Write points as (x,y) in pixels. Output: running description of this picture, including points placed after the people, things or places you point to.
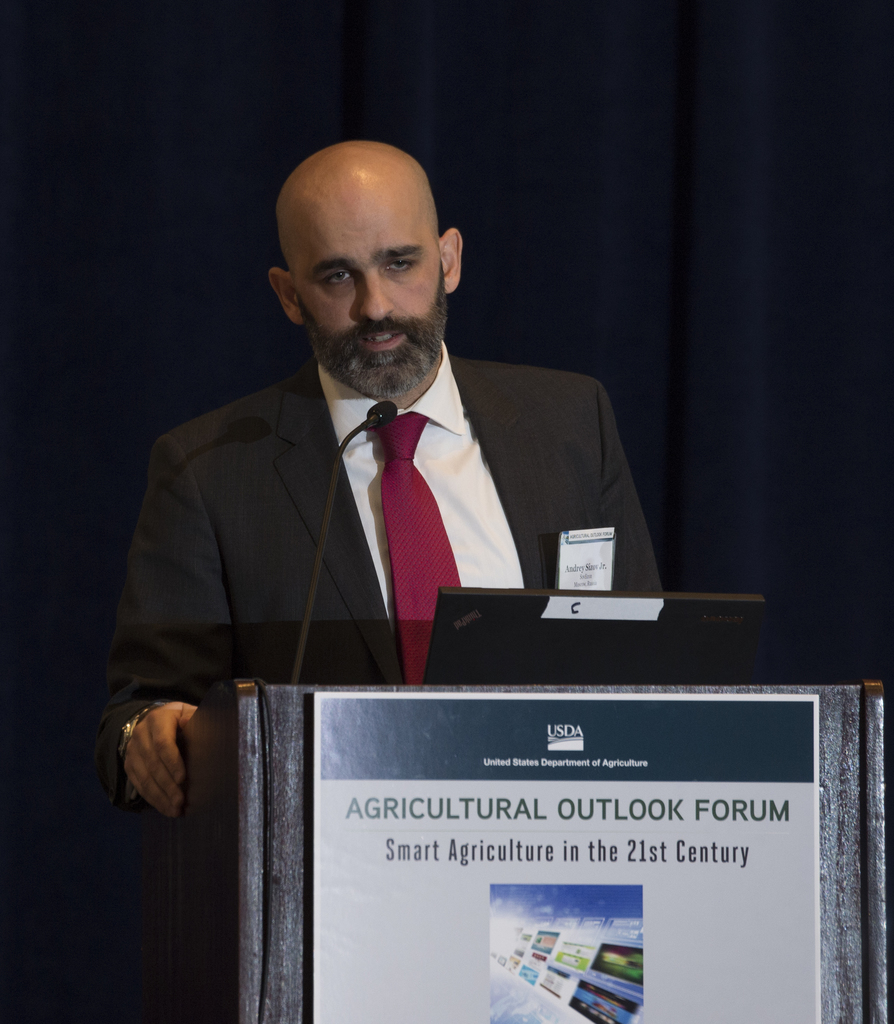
In this image there is a mike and a laptop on the podium (221,988), a board (430,756) attached to the podium (219,969), a person (160,743) standing, curtains (112,201).
